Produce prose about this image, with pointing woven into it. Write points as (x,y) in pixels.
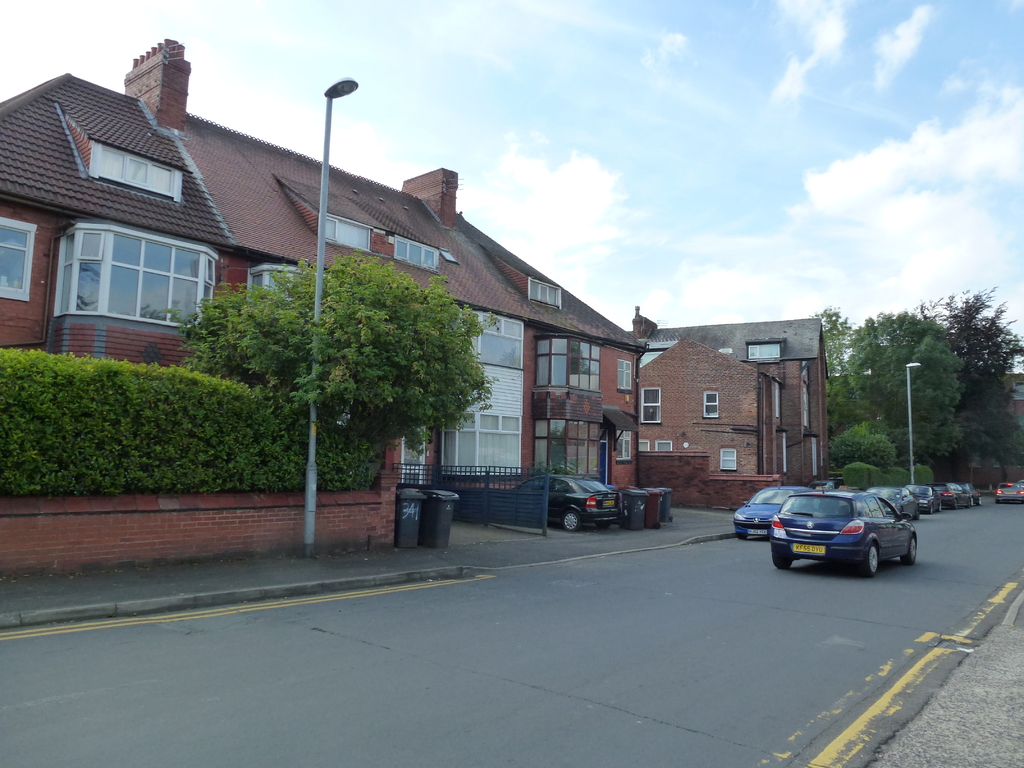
In this image in the center (511,313) there are some houses (816,406), trees (895,407), poles (315,371), light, cars (578,501) and dustbins (449,525). At the bottom (280,686) there is a road (833,671), on the road (494,635) there are some vehicles (814,506) and at the top of the image (692,184) there is sky (646,192).
